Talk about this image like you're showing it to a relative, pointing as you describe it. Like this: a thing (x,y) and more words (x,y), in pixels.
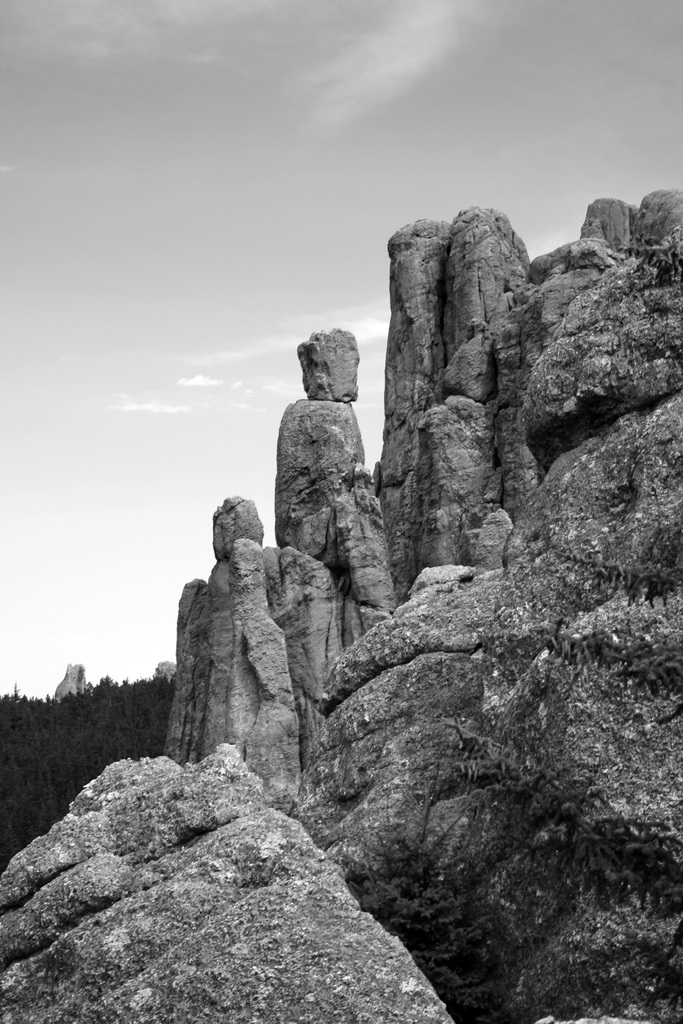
In this picture there are few mountains (399,630) in the right corner (502,546) and there are few trees (73,742) in the left corner (44,732).
